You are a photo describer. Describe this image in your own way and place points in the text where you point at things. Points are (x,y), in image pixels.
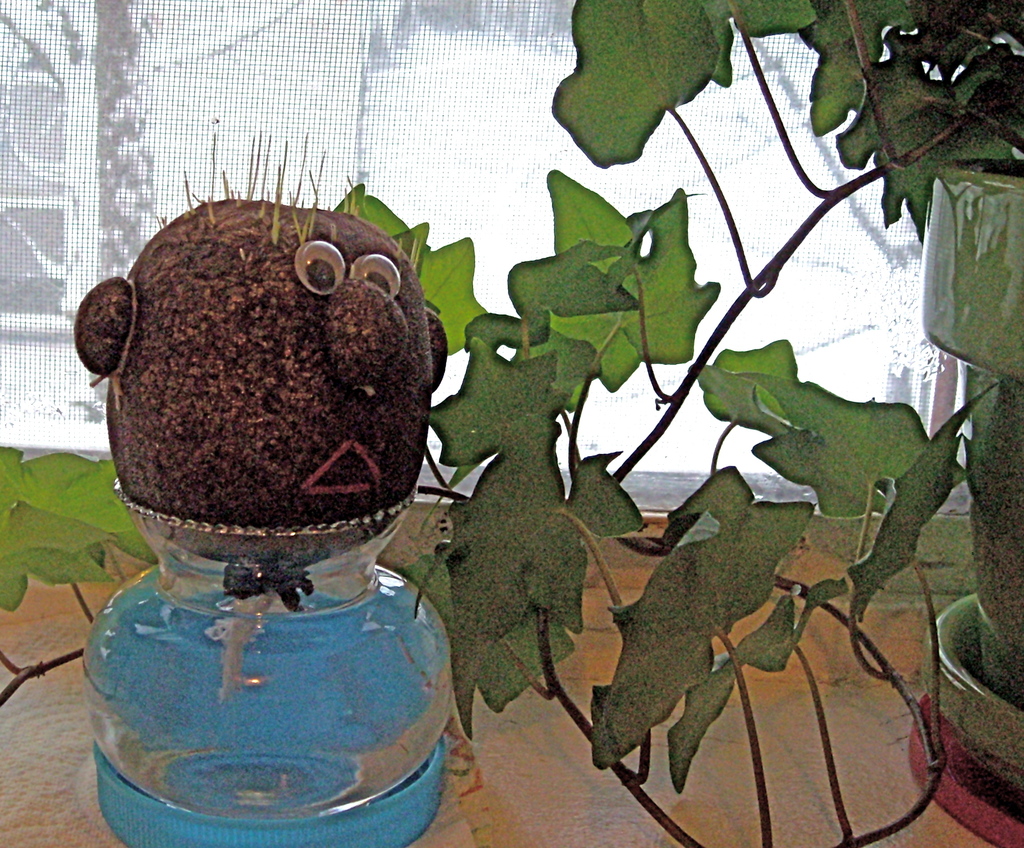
It is an editing picture. On the right side of the image (705,622) we can see one plant pot (939,209), which is in green color and we can see one plant (939,473). On the left side of the image (228,586) we can one glass pot (368,630) in the blue bowl (120,787). On the glass pot (240,654), we can see one object (218,387), which is in brown color and we can see some human face feature (347,342) on it. In the background (847,279) there is a window screen (477,215) and a few other objects (950,372).
